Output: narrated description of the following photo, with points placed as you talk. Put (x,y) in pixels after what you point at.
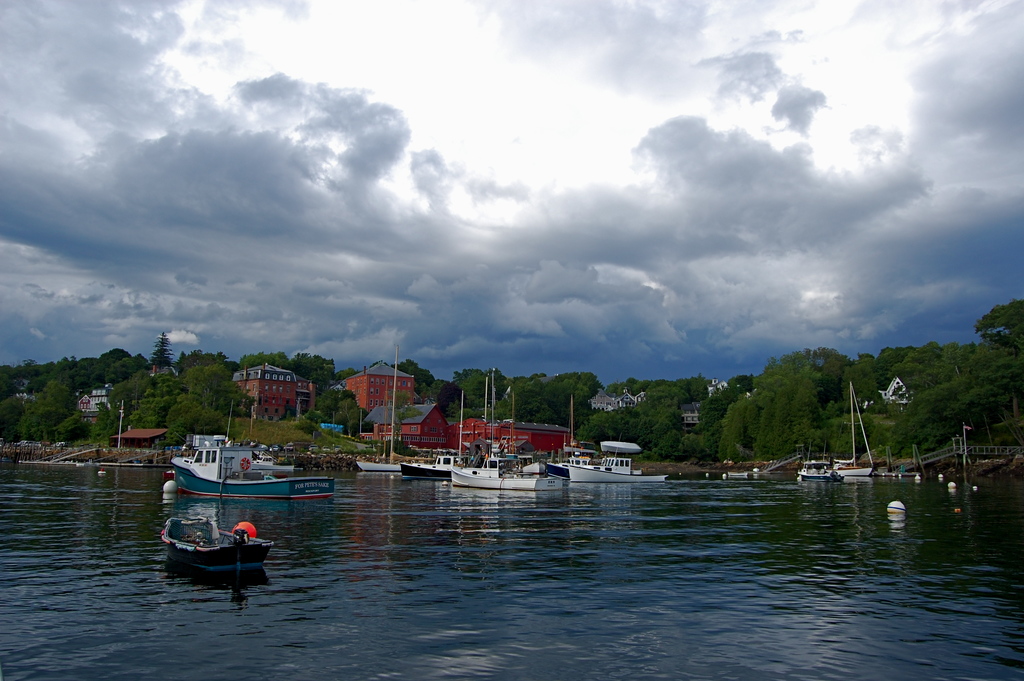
In this image we can see there are boats (632,481) on the water (730,573) and at the back (612,435) there are trees (200,391), buildings (269,411), bridge (938,459) and the cloudy sky (485,165).
